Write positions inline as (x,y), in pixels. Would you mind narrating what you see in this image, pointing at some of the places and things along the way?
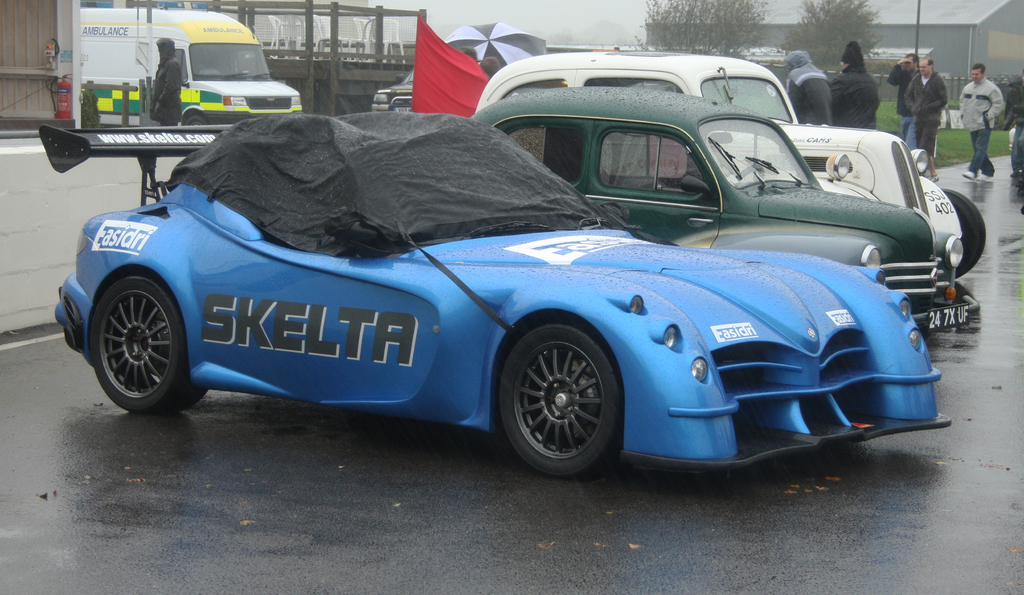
In this image there are cars (895,250) on a road (602,518) and people (162,117) are walking, in the background (29,80) there is a building (43,82), trees (809,18) and houses (985,23).
